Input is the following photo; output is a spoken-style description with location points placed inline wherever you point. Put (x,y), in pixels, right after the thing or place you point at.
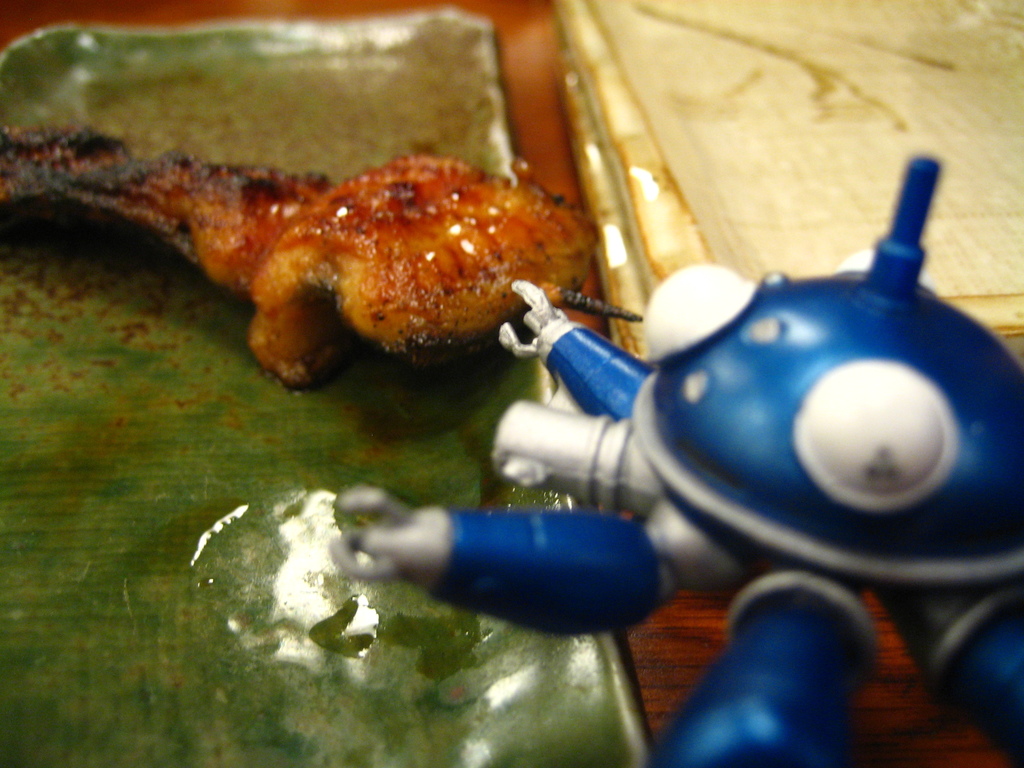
In this picture we can see some food (282,236) on a plate (404,652). There is a toy (674,364) and white objects (1019,103) on the right side (839,297).
